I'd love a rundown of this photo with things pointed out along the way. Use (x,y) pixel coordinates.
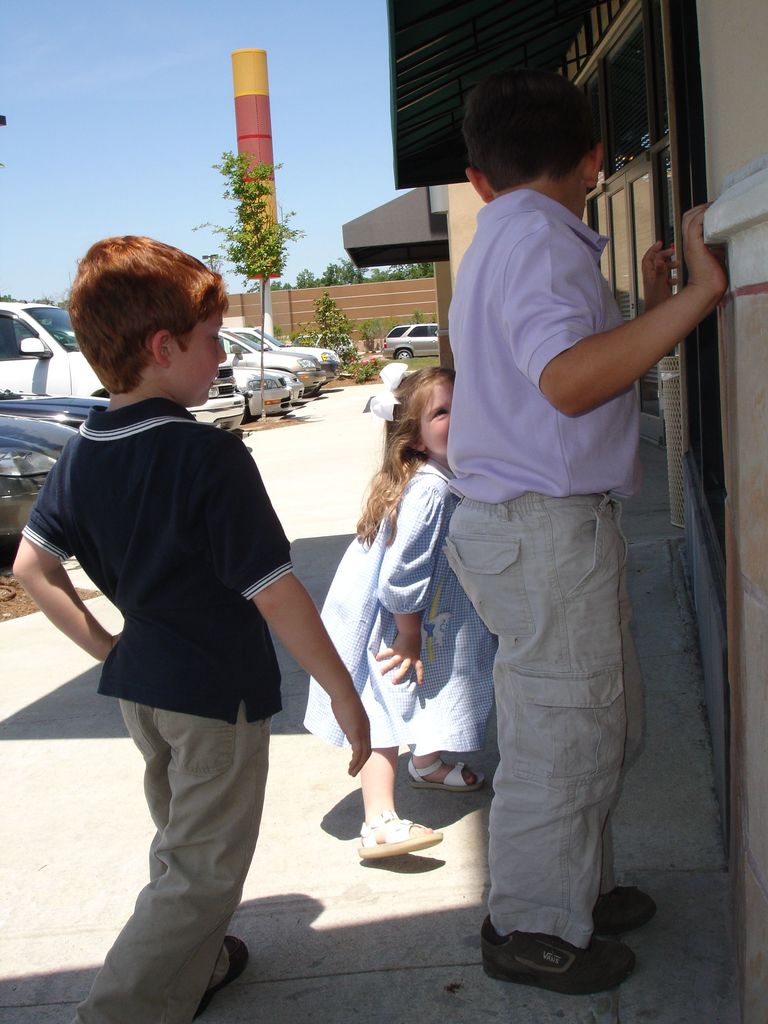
In the center of the image (423,483) we can see three children (456,549) standing. On the right (620,294) there is a building (627,294). On the left (100,385) there are cars (253,360). In the center (352,354) there is a wall (280,310) and a tree (324,339). In the background (297,181) there is a tower (260,115) and sky (194,17).
